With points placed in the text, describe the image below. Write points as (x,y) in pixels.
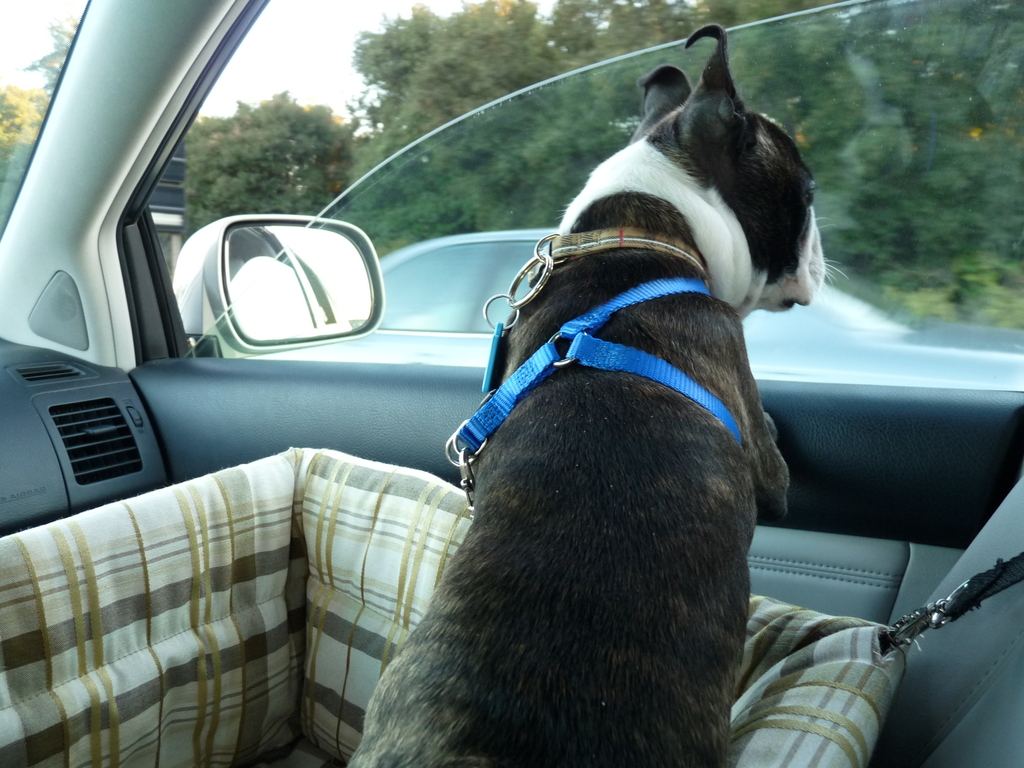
This picture is taken inside the car (7,485), There is a basket (372,590) which is in white color and there is a dog (550,658) sitting in the basket (353,678) which is in black color, In the background (457,64) there are some trees (501,50) in green color and sky (270,71) in white color.
